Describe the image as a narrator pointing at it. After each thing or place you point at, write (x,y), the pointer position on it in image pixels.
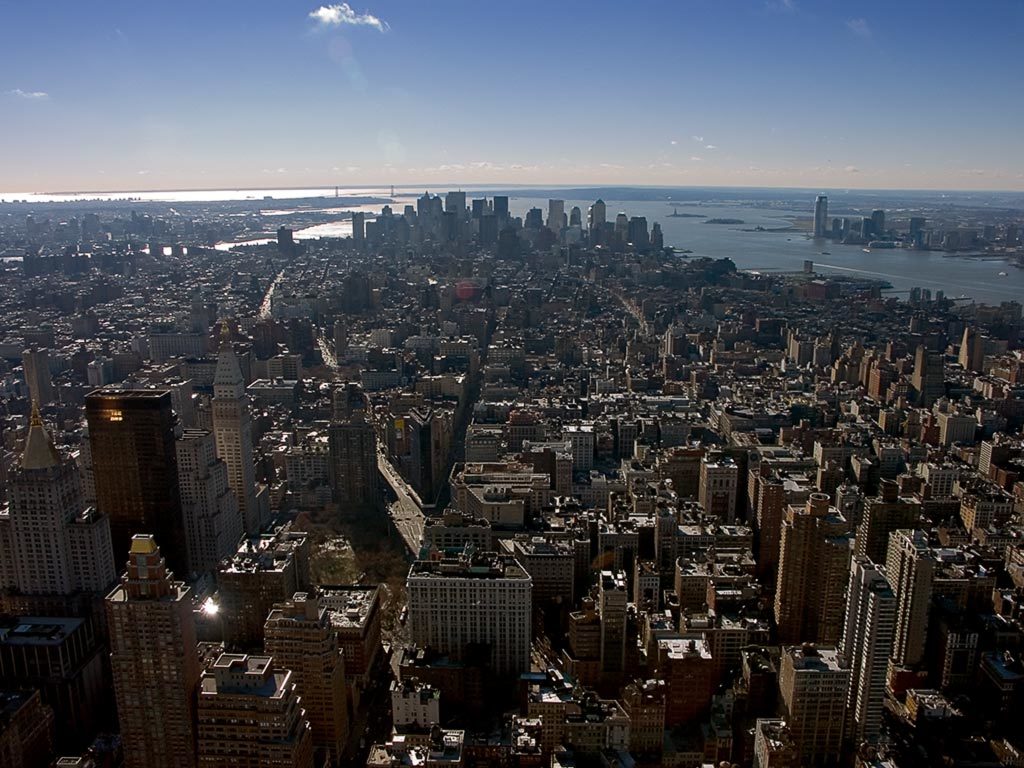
In this image I can see number of buildings (464,498), the road (406,529) and few vehicles (389,508) on the road (407,500). In the background (687,241) I can see the water (689,232), few buildings (818,205) and the sky (348,72).
